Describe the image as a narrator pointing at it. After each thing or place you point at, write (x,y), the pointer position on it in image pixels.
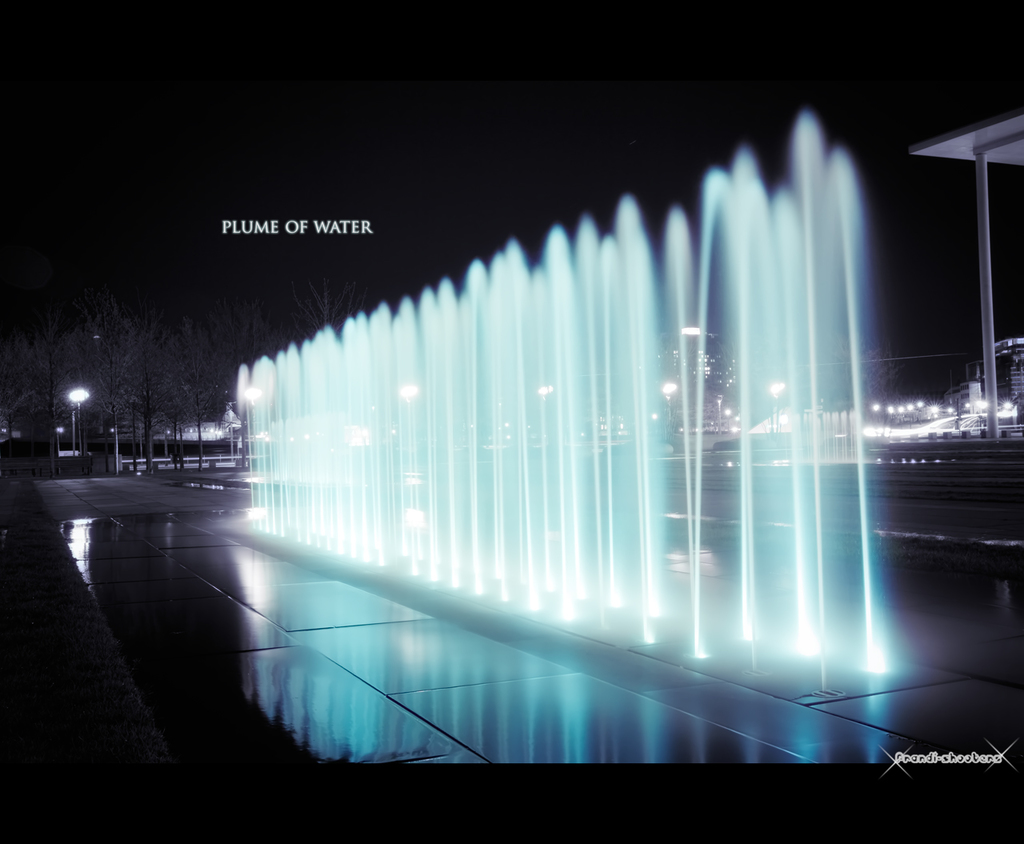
This image is taken outdoors. At the top of the image (182,216) there is the sky (176,268). The sky (177,233) is dark. In the background (74,405) there are a few poles (75,445) with street lights (918,404). There are a few buildings (683,362). At the bottom of the image (478,723) there is a floor (211,719). On the right side of the image (1010,146) there is a roof (969,147) and there is a pole (983,270). There are a few buildings (1007,365). In the middle of the image (461,443) there is a fountain (483,498) with water (634,420).
